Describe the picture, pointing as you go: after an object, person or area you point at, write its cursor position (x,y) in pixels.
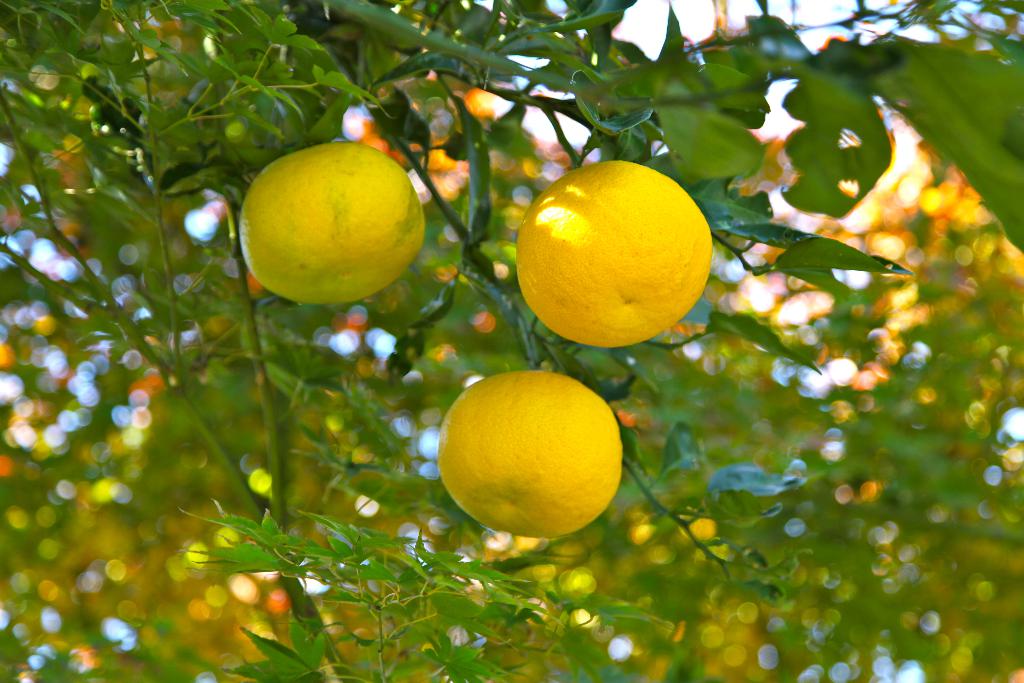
In this image I can see a tree (367,104) which is green in color and to the tree (344,534) I can see three fruits (366,239) which are yellow in color. In the background (715,424) I can see a tree (937,399) which is green and orange in color and the sky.
